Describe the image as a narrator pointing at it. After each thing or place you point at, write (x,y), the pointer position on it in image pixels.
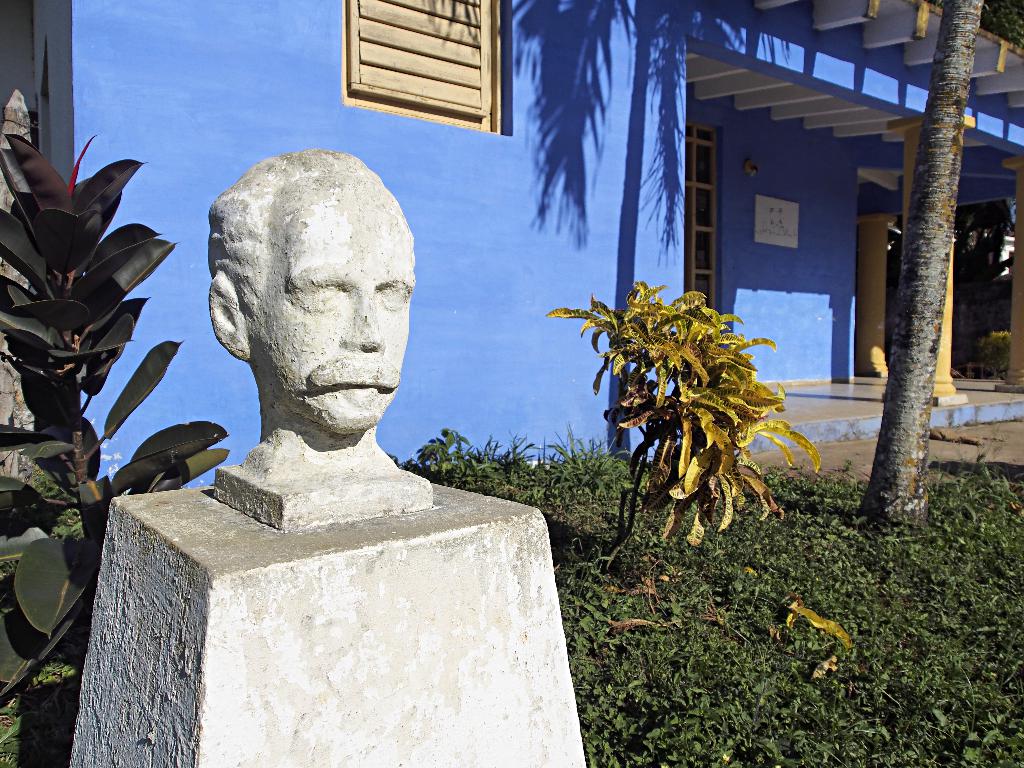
This picture is clicked outside. On the left (304,496) we can see the sculpture (377,289) of a person (309,365). In the center (610,450) we can see the plants (695,546) and the grass (660,572). In the right corner (906,439) we can see the trunk (941,307) of a tree (905,309). In the background (595,95) we can see a house (609,123) and we can see the door (695,178) and the pillars (877,274) of the house (719,289) and we can see the plants (989,343) and some objects (790,223) in the background (982,365).
